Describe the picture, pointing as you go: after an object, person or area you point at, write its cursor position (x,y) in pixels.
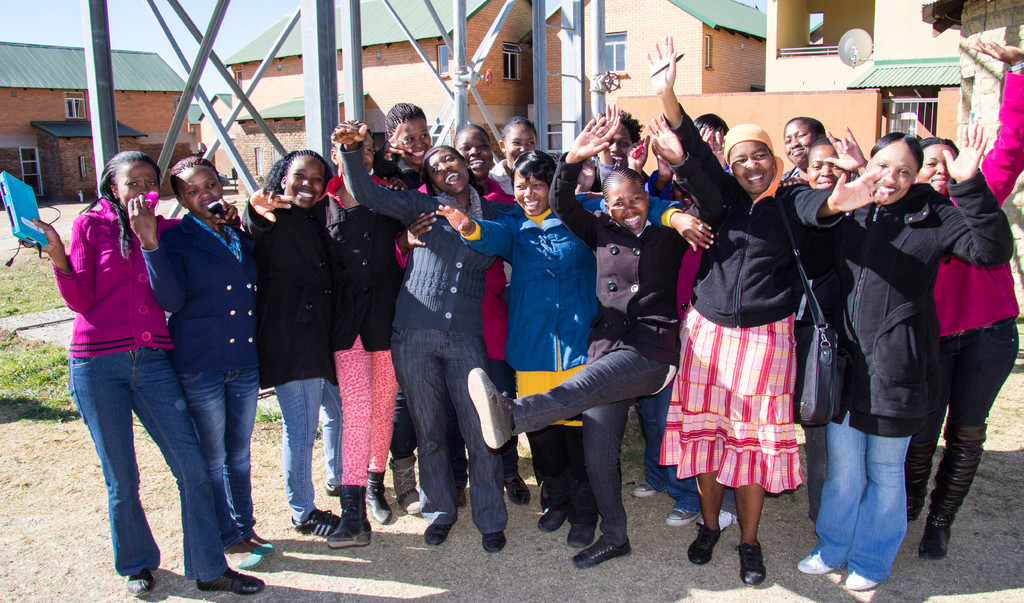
In this picture we can see a group of people (856,315) smiling and standing on the ground (331,549) and some objects (27,211) and at the back of them we can see rods (99,62), wheels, dish antenna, buildings (68,86) with windows (506,70) and in the background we can see the sky (134,33).
